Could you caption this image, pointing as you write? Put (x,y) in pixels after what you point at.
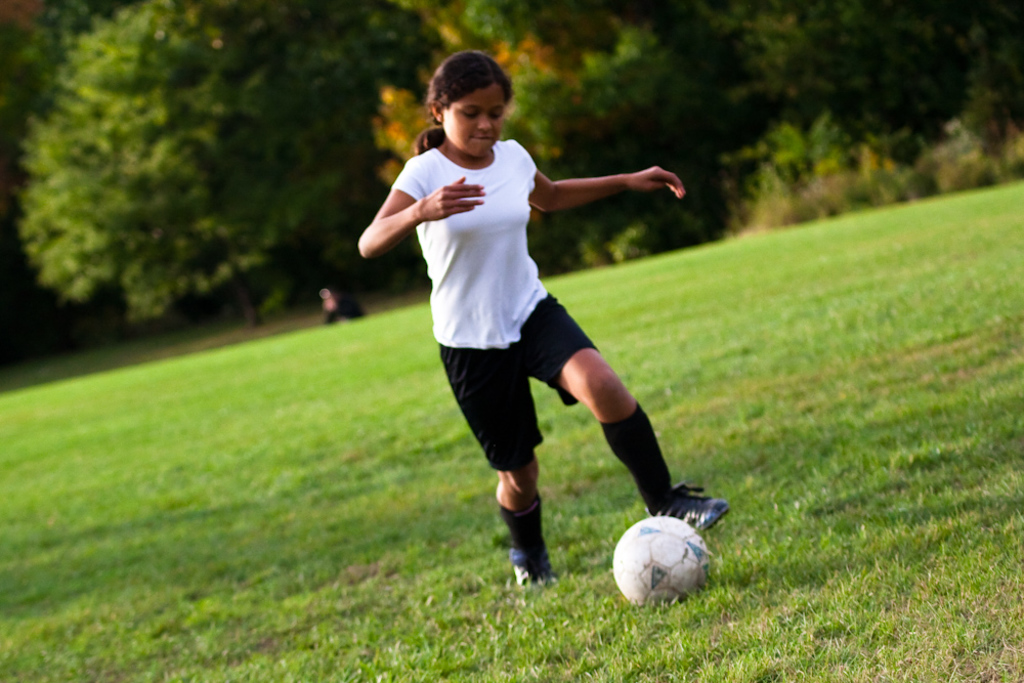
In this picture we can observe a girl (495,265) wearing a white color T shirt (467,316) and black color short (500,422), playing football (646,592) in the ground (469,533). There is some grass (323,401) on the ground (770,379). In the background (191,122) there are trees (410,110).
